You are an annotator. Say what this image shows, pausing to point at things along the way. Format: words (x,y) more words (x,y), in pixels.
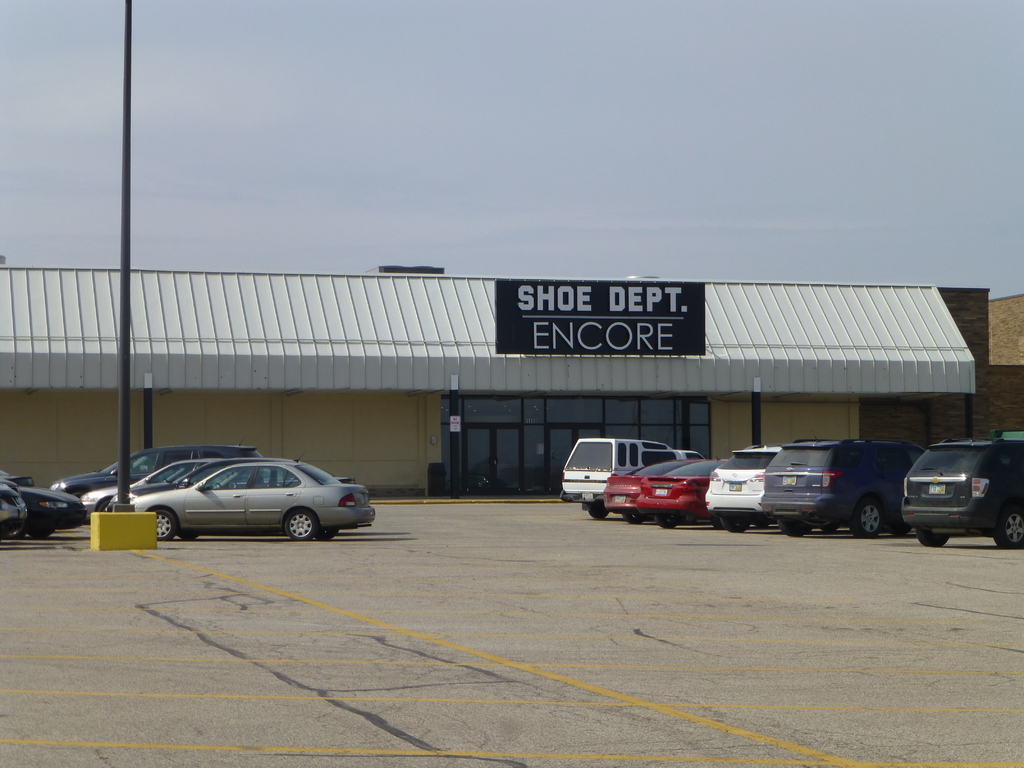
In the picture we can see a clear surface (45,565) and far away from it we can see some vehicles (801,465) are parked on both the sides and near it we can see a pole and in the background (2,441) we can see a shed (2,441) with a name shoe dept encore (517,340) and behind it we can see the sky (719,206).
